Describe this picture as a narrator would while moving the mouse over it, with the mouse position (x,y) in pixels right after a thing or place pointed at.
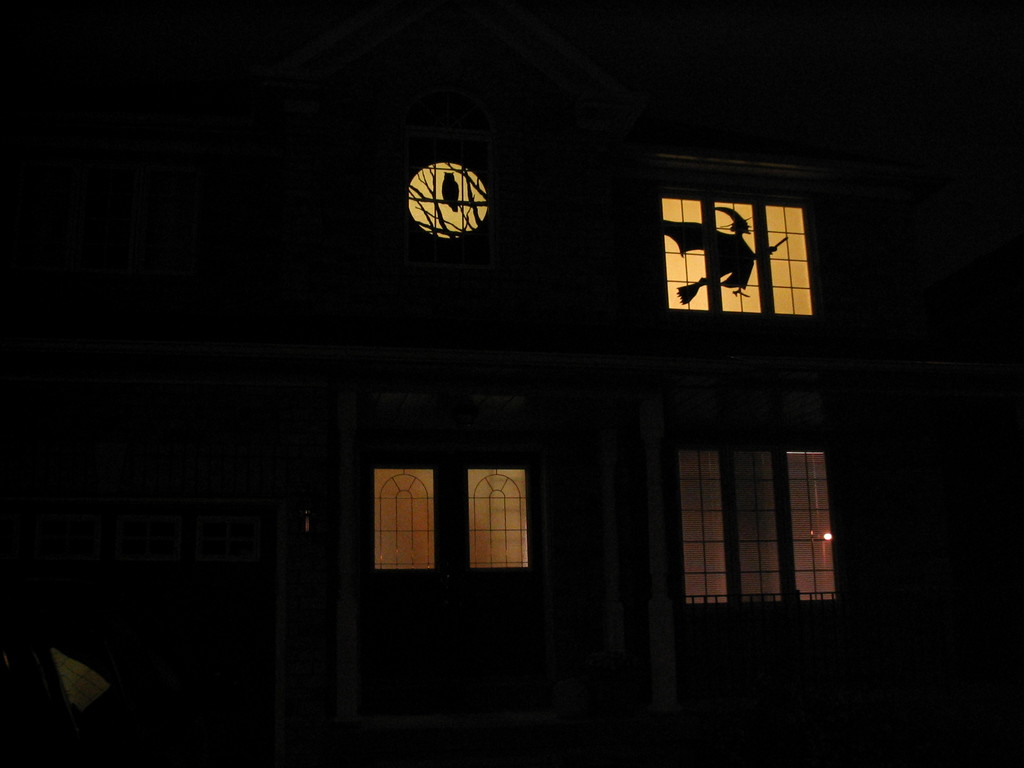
This picture is dark, in this picture we can see building (490,442) and windows (410,231).
